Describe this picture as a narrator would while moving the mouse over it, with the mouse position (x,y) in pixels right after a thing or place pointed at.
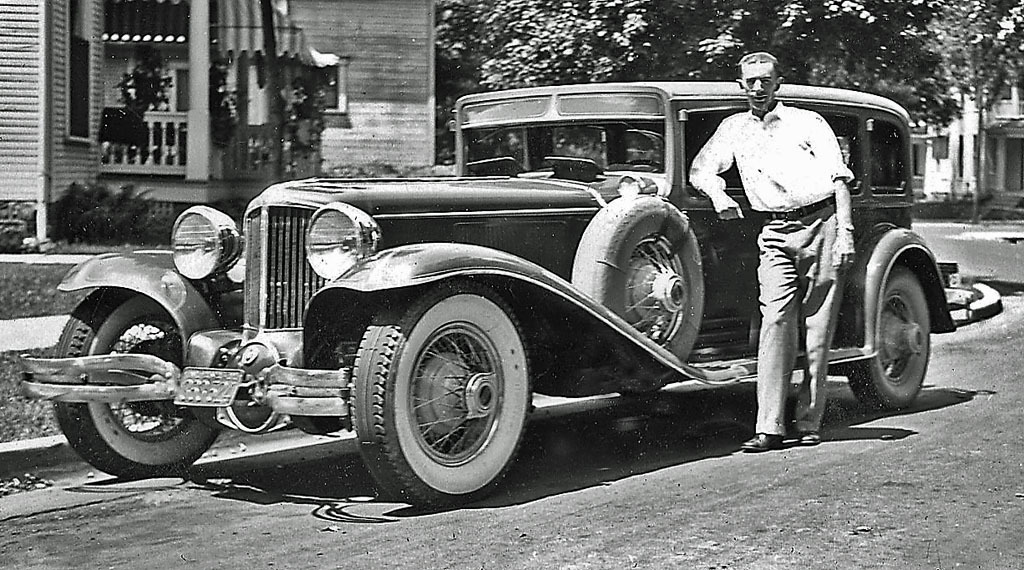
This is a black and white picture and in this picture we can see a vehicle (590,281) and a man (787,110) standing on the road (954,244), trees (939,32), buildings (420,18) with windows (335,88).
